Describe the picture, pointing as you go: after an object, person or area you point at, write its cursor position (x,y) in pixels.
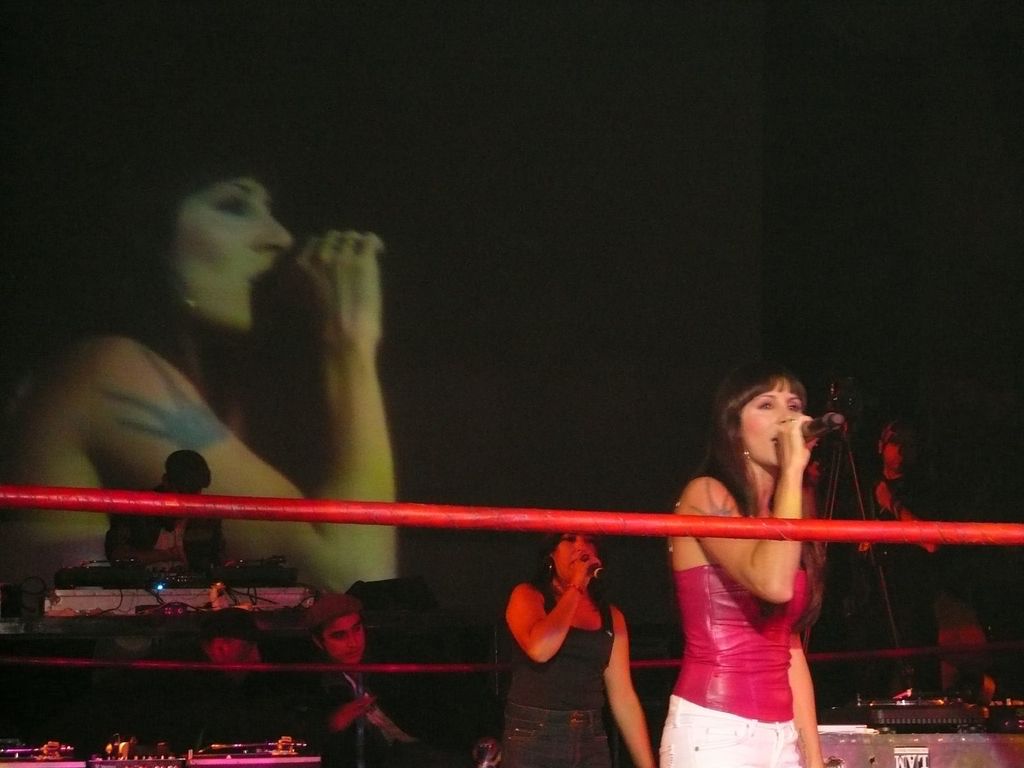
In this image we can see women (692,666) standing on the floor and holding mics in their hands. In the background (330,714) there are man (886,545) standing on the floor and holding camera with one of his hands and some people (325,697) standing near turntables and a projector display (469,258) to the wall (588,158).
